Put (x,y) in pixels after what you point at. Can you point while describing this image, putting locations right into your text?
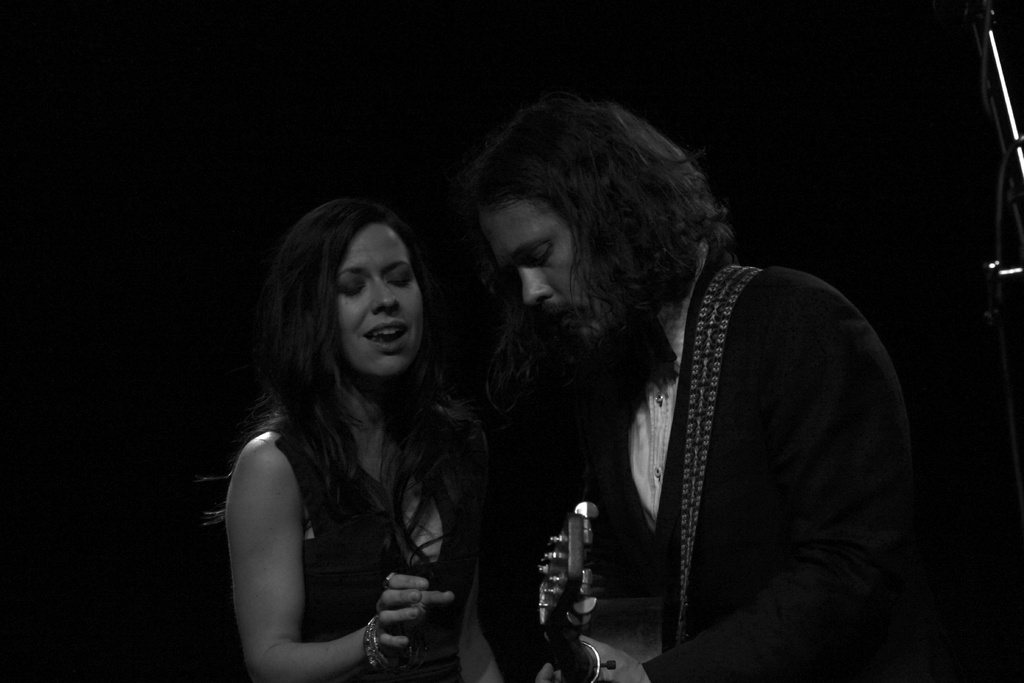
In this image we can see a woman (283,659) and a man (754,316). He is holding an object (561,646) with his hand (631,676). There is a dark background (99,551).
